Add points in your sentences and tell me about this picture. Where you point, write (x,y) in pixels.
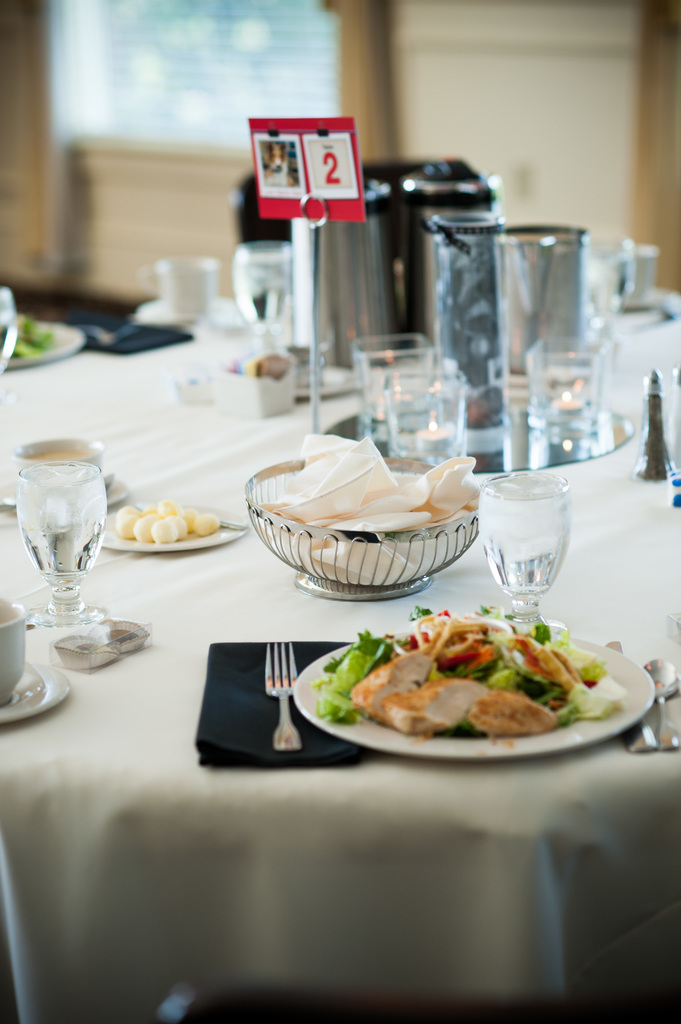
In this image I can see a table (272,703) and on it I can see a white colour table cloth (345,829), few plates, number of glasses (60,616), a red colour board (293,212), a fork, a spoon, a bowl (465,535), different types of food (451,671), few cups (42,443) and few other stuffs (361,334). I can also see this image is little bit blurry.
